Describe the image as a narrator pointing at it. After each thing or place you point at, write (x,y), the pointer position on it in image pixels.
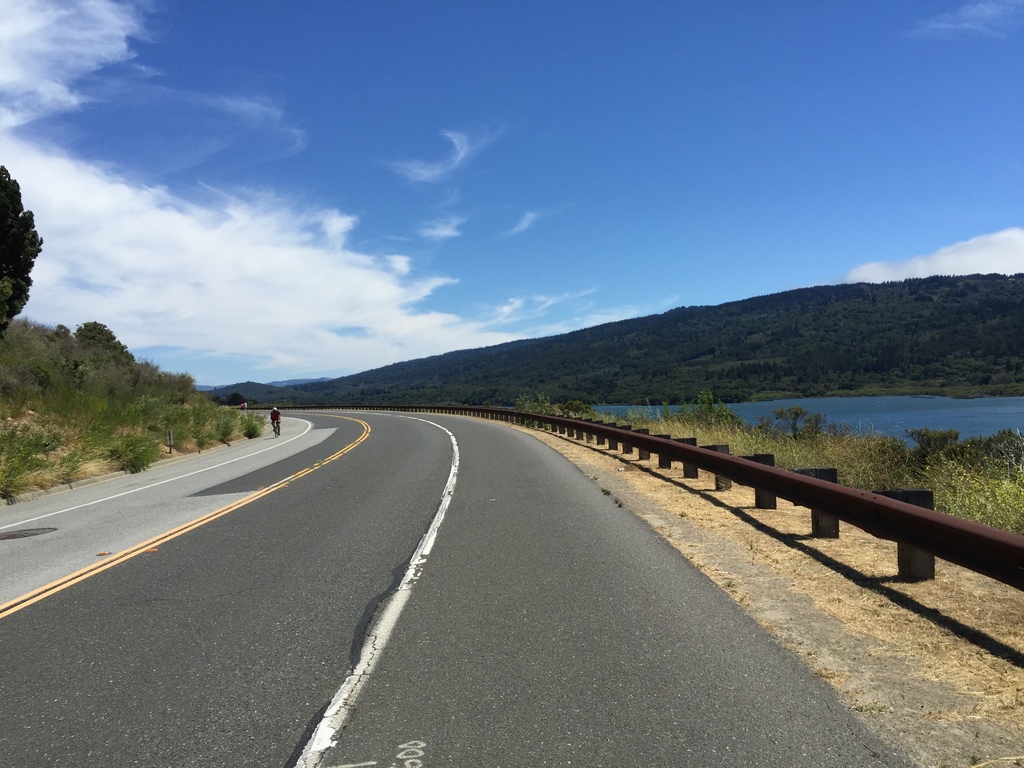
There is an empty road (288,454) and in the left side (278,425) a person (272,422) is riding a cycle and on the either side of the road (253,465) there are lot of trees (27,331), in the right side (970,419) there is water (956,416) and behind the water (945,408) there is a mountain (951,286).
